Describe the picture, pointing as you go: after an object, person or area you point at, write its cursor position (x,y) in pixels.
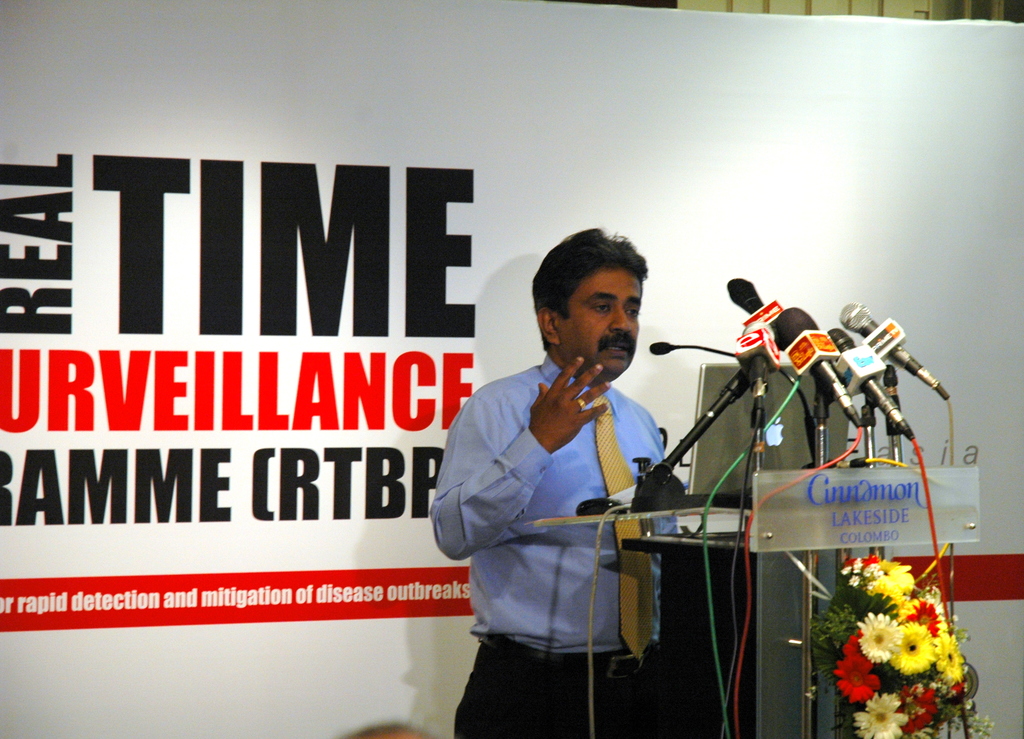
In this picture there is a man (560,492) standing and talking, in front of him we can see microphones (753,424), laptop (712,469) and mouse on the podium (802,669) and we can see flowers (868,631). In the background of the image (487,236) we can see hoarding (406,210).
